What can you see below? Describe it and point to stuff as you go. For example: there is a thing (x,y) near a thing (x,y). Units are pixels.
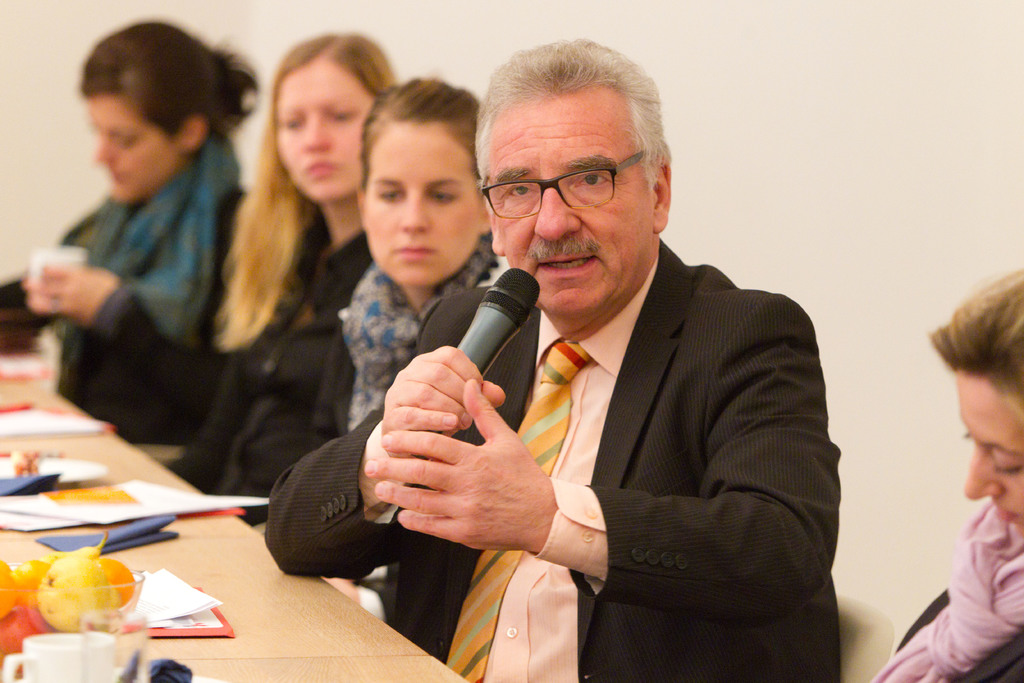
This picture describes about group of people (573,376), in the middle of the image (611,259) we can see a man (565,211), he is holding a microphone (486,331), in front of him we can find few papers (77,492), fruits (96,574), cup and other things (196,632) on the table (238,646).
